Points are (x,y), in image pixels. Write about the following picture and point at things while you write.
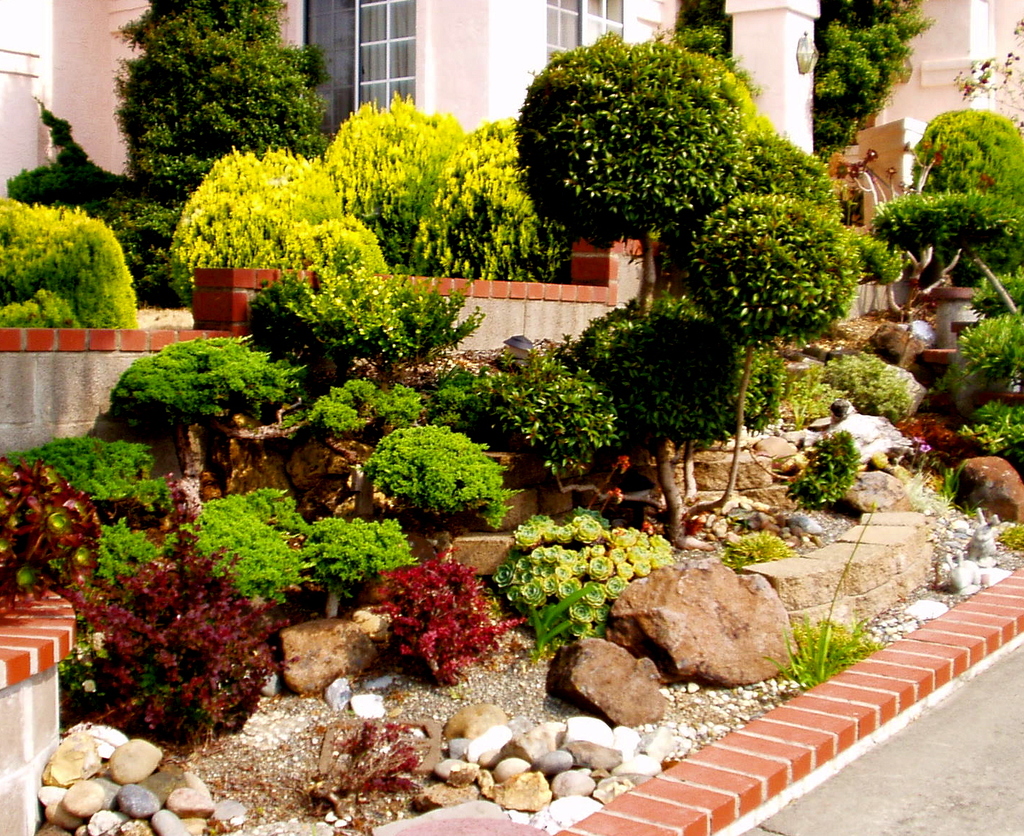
In this image we can see some plants (551,601), stones (613,608), windows (341,74), pillar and a building (460,46).
